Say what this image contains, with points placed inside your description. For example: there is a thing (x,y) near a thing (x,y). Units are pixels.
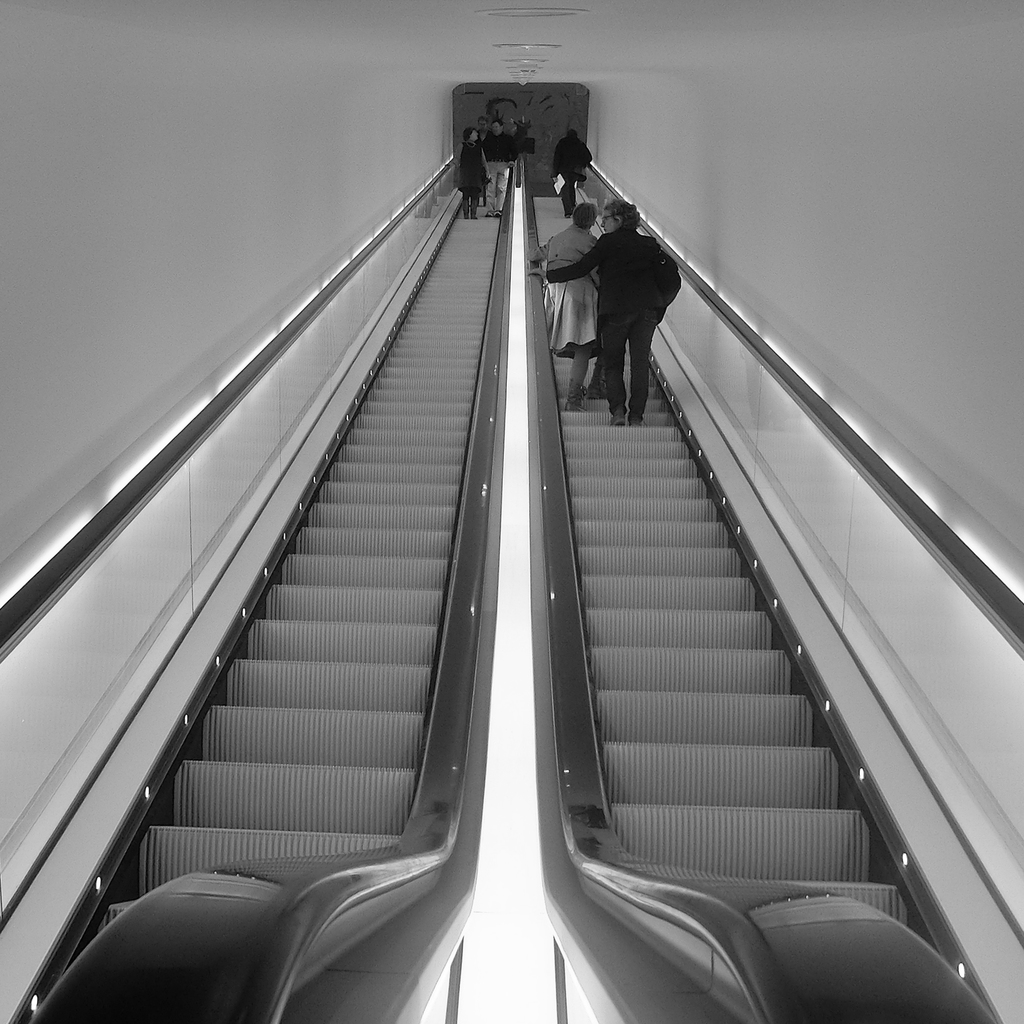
In this image we can see the persons (474,188) standing on the escalator (474,482) and at the sides we can see the wall (623,111). In front of the escalator (314,795) we can see an object (525,105).
